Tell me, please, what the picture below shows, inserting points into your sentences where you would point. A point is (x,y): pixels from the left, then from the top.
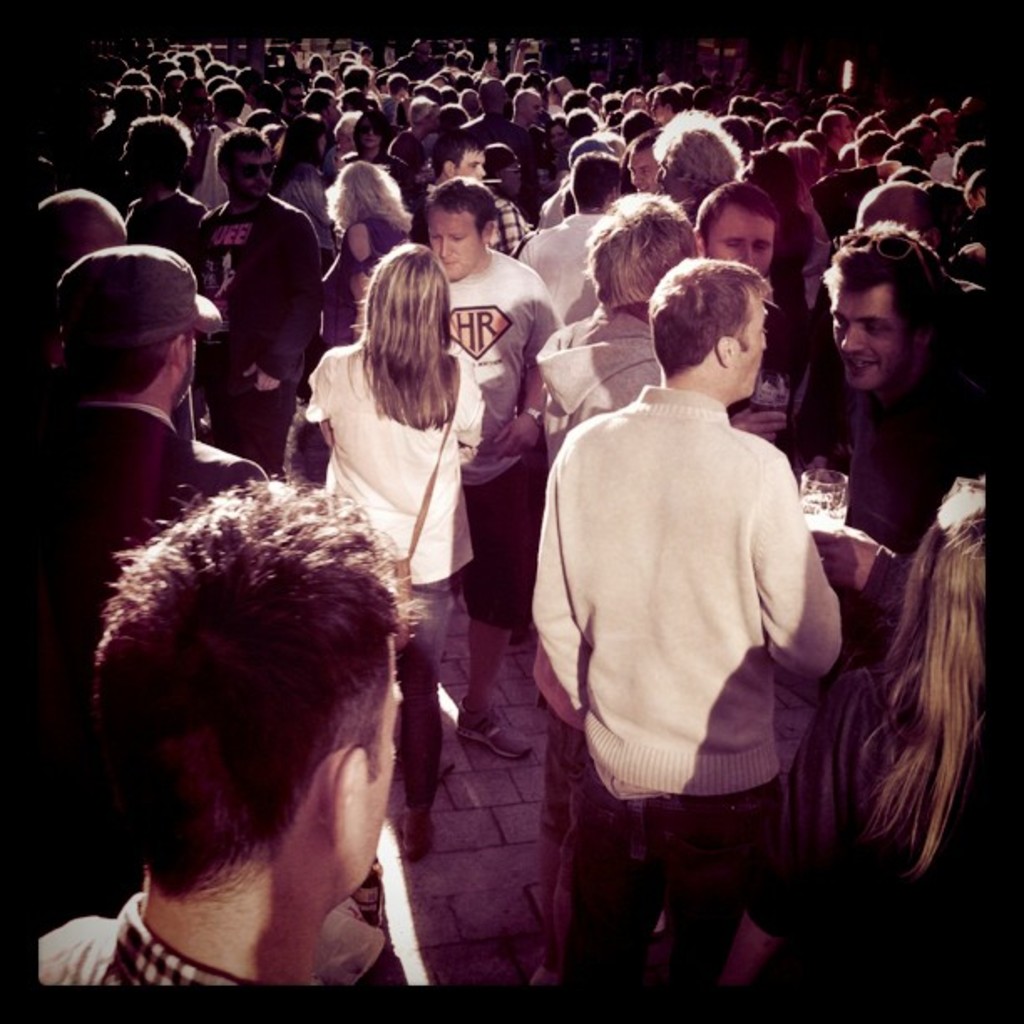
In the picture I can see many persons (532,268) standing.
